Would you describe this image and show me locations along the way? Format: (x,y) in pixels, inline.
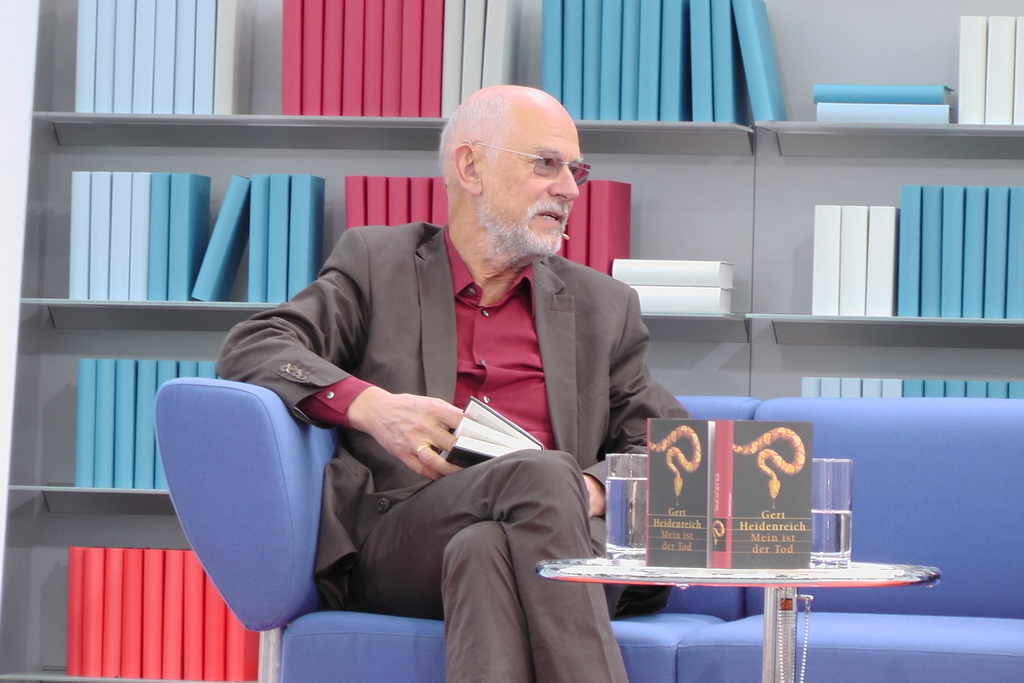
In this picture we can see man (600,286) sitting on sofa (921,444) wore spectacle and talking on mic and in front of him there is table (766,581) and on table (828,581) we can see glass (818,467), books (716,489) and in background (415,86) we can see books (722,42) in racks (947,155).
